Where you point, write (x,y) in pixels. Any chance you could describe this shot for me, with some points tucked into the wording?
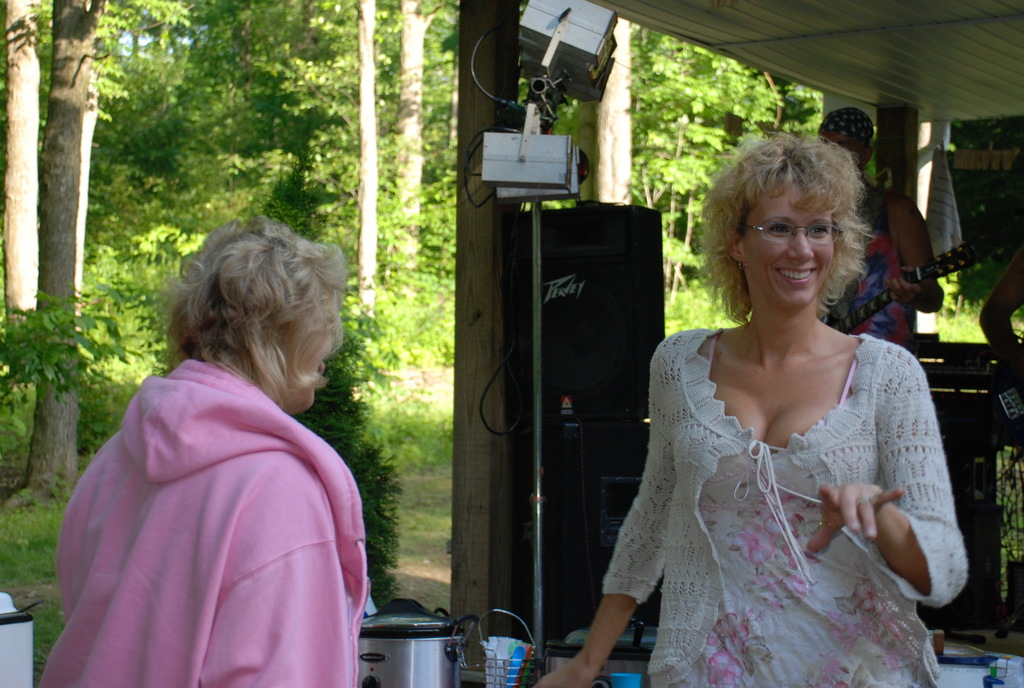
In this picture there is a woman (834,473) standing and smiling and there is a person (242,510) standing and there are two people (921,306) standing and holding the guitars (931,272) and there is a speaker (649,209) and there are objects (431,641) on the table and there are trees (259,121). At the bottom (432,552) there is grass (435,554) on the ground (436,554).
